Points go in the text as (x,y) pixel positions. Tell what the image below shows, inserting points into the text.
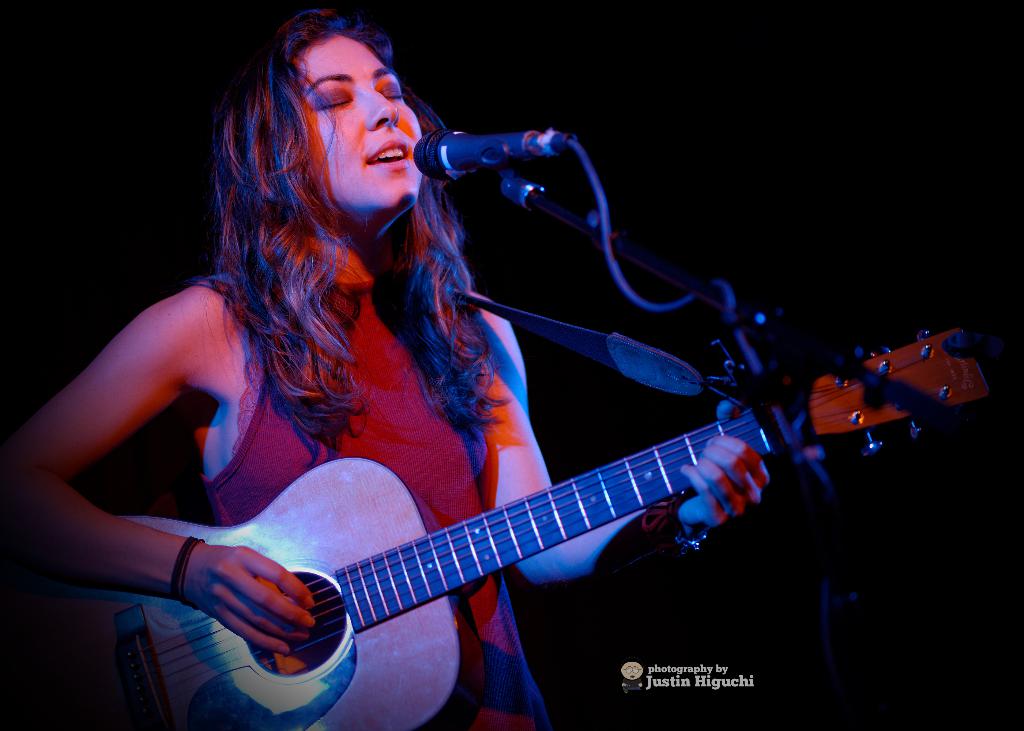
The women (290,169) is playing guitar (489,533) and singing in front of a mic (453,163).
